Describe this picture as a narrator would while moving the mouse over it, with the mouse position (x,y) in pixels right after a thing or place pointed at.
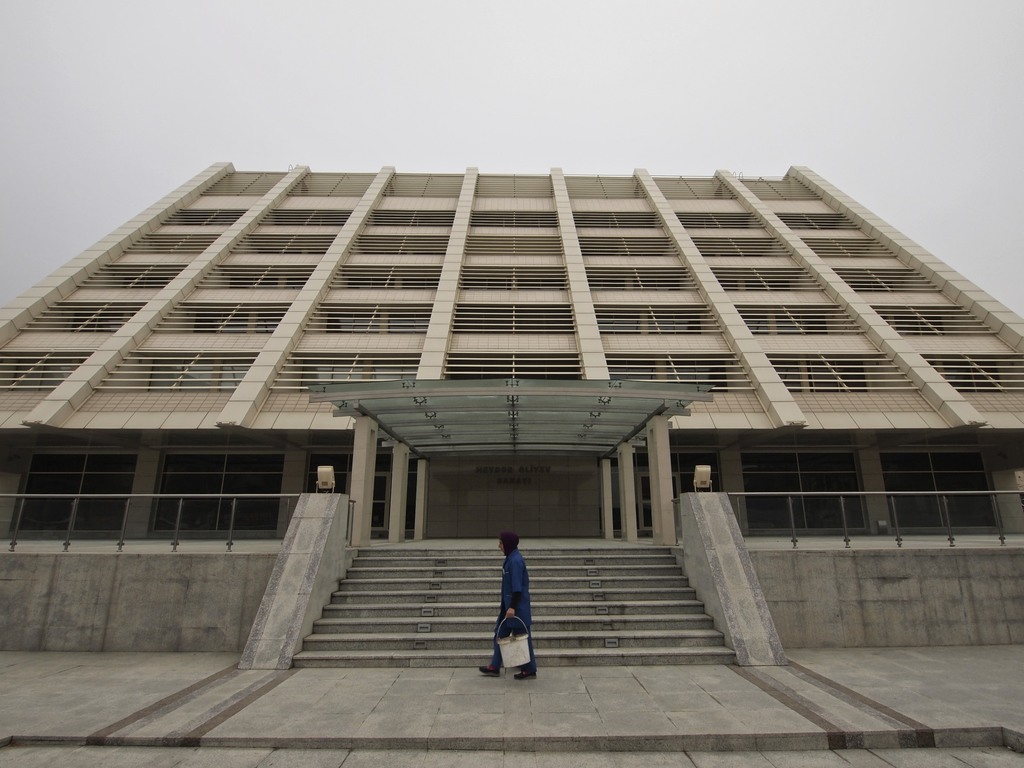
In the image, there is a big building (641,317) and in front of the building (445,327) a person (516,578) is walking beside the steps (462,665) by holding a bucket (510,657) in the hand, In the background (642,107) there is a sky (682,111).
